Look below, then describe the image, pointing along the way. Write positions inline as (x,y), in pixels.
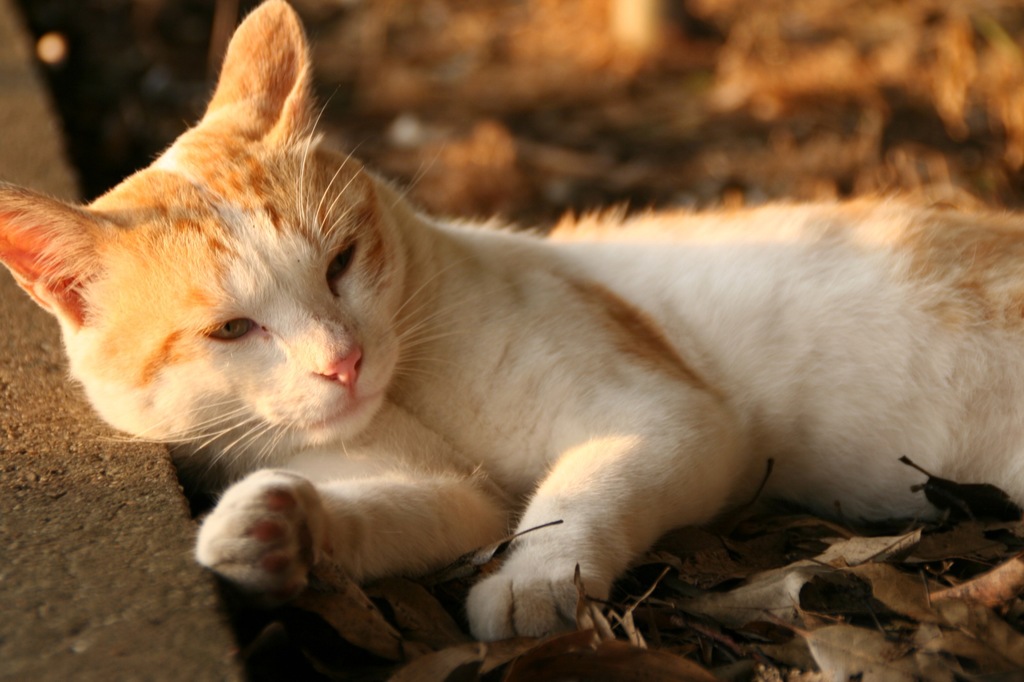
In this picture we can see a cat (481,259) lying on a path (91,481). There are a few dry leaves (810,537) visible in the bottom right (873,664). Background (927,65) is blurry.
